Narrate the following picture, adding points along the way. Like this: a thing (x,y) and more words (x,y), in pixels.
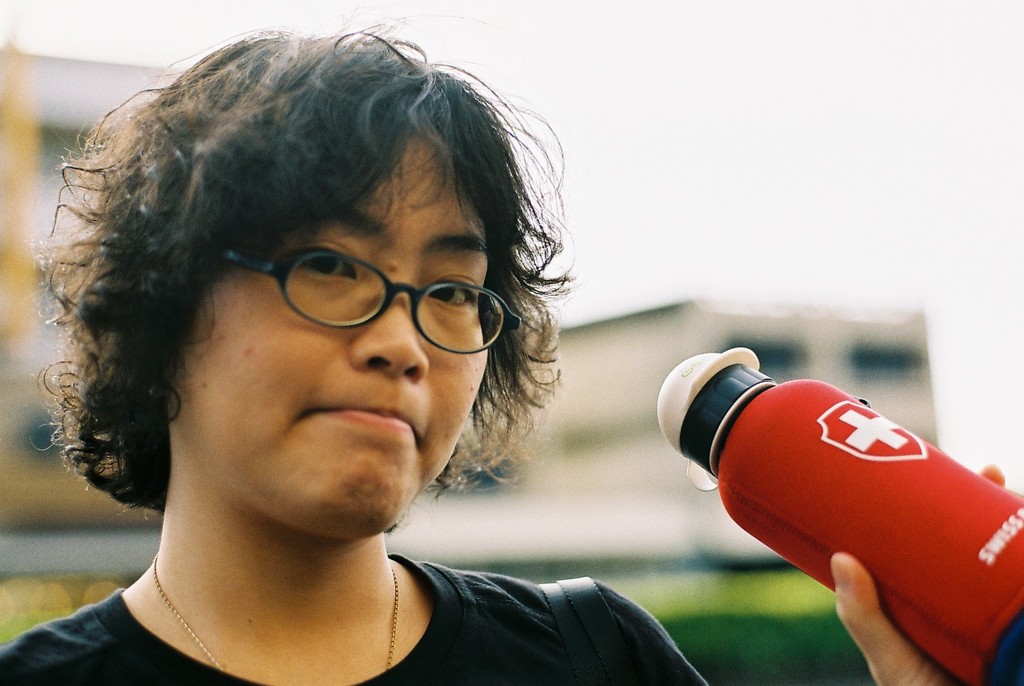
In this image I can see a woman (432,470) and I can see a hand (896,659) is holding a red colour bottle (841,432). I can see she is wearing specs (467,299), black t shirt (461,652) and on this bottle (832,456) I can see something is written. I can also see this image is little bit blurry from background (8,164).
